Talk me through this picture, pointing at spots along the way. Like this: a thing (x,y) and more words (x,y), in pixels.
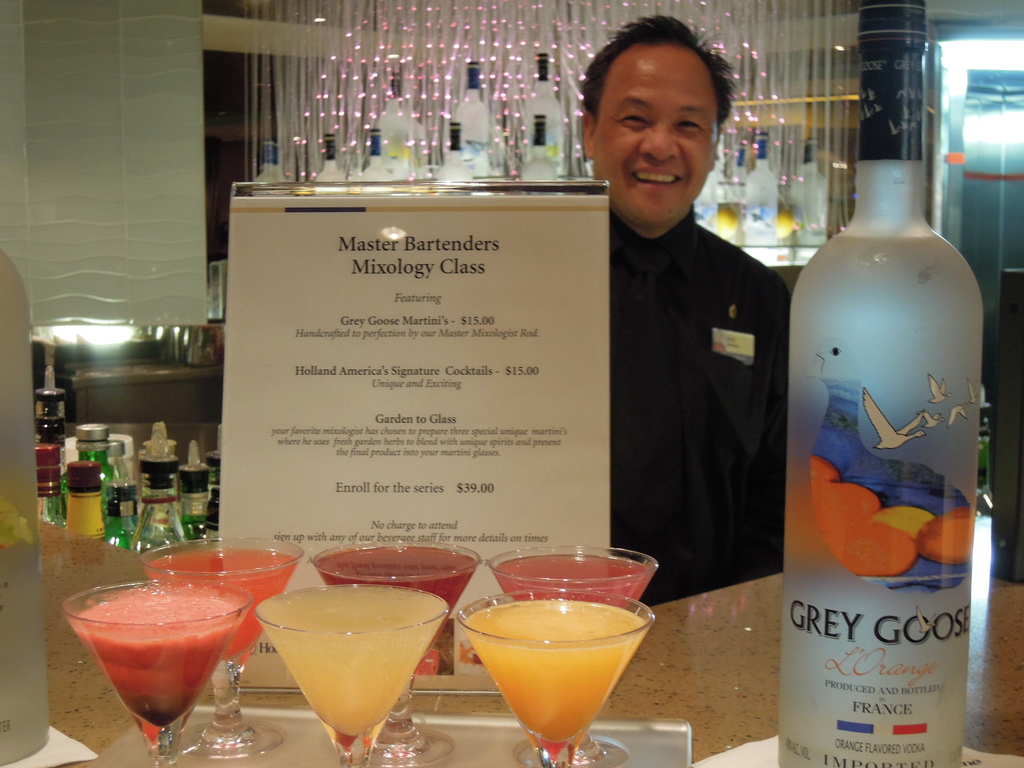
In the middle of the image (673,448) a man (664,243) is standing and smiling. Bottom of the image (997,672) there is a table (48,602) on the table (48,602) there are some drinks (174,757) and there is a bottle (882,358).
